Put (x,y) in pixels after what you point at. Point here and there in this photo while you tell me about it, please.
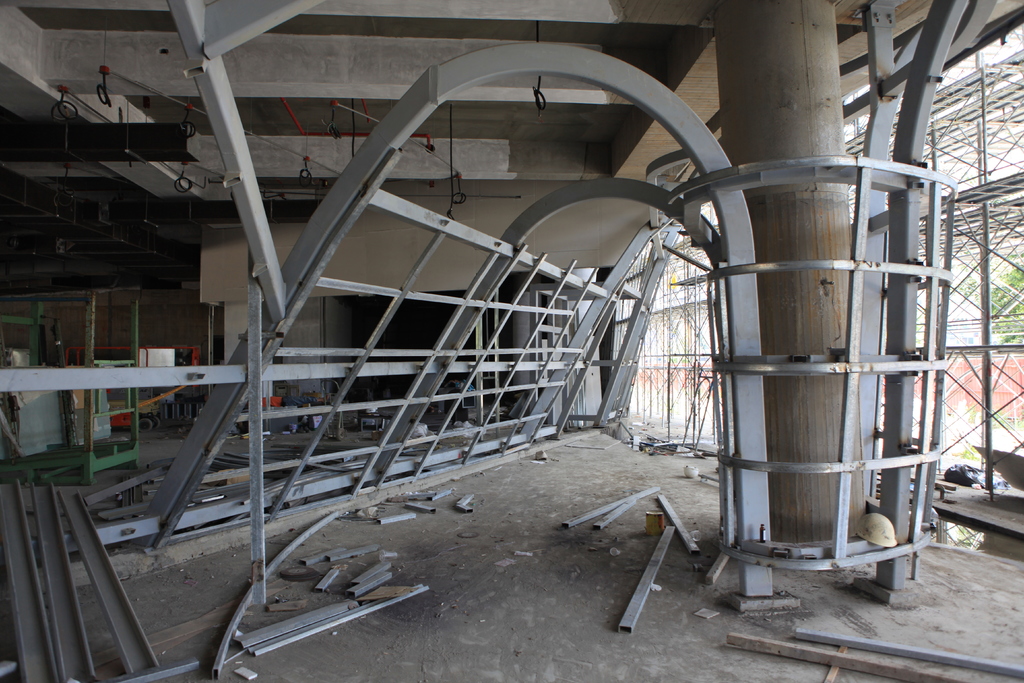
This is the construction site (359,241) where we can see beams (537,419), pillars (805,137), helmet (880,523), ceiling (577,177), the wall (340,251) and trees (1006,331) in the background (1006,295).
